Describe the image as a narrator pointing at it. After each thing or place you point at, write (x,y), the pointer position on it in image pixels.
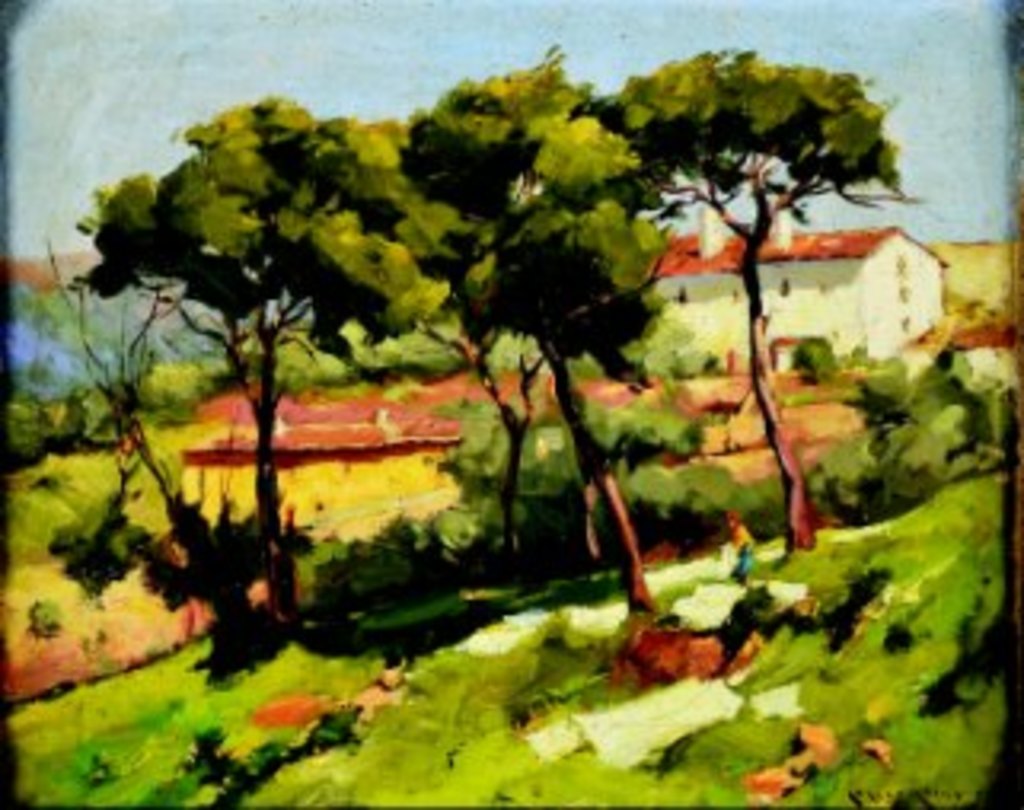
There is a painting (663,721) in which, there are trees (603,277), plants (966,389) and grass (639,791) on the ground (238,753). In the background (930,341), there is a building (738,269) which is having windows (905,263) and roof (739,250) and there are clouds (354,40) in the sky (485,33).
